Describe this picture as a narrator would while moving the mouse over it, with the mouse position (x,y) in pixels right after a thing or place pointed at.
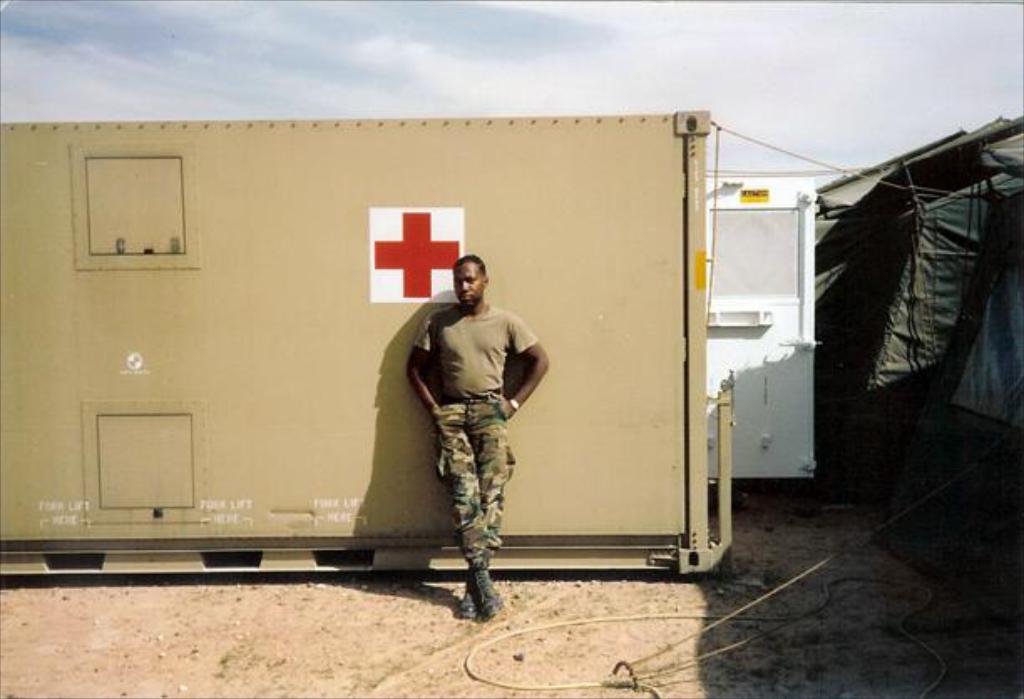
In the center of the image (432,341) there is a man (469,474) standing at the container (190,418). On the right side of the image (887,370) we can see tent (856,375). In the background (424,25) we can see sky (296,46) and clouds (587,51).
